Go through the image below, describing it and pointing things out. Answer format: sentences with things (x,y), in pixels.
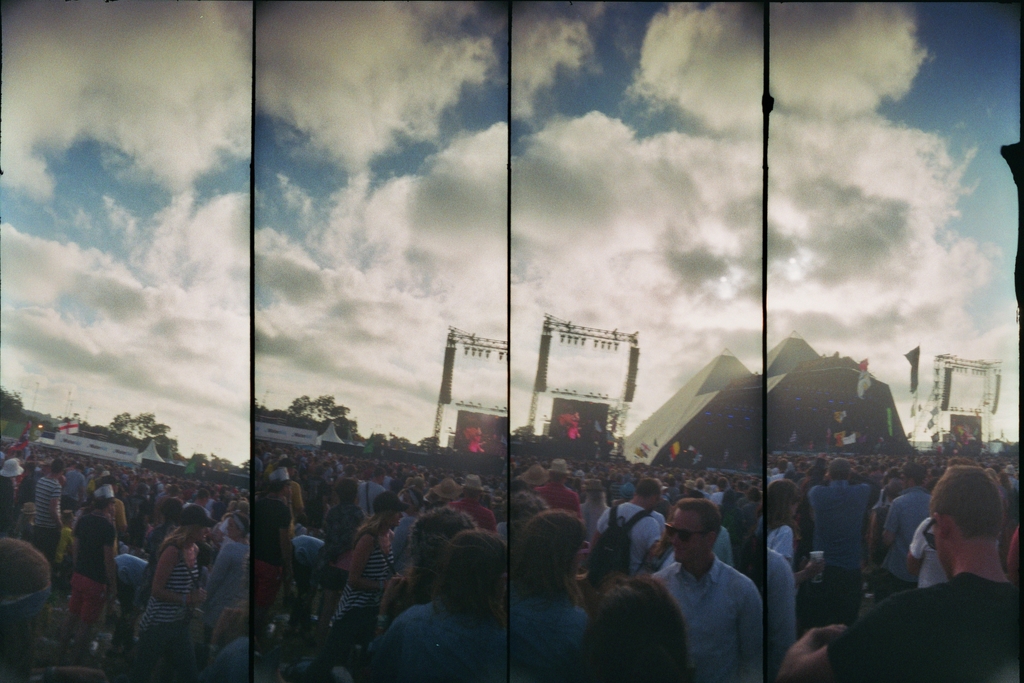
In this image we can see collage pictures of persons (189,541) and sky (265,282).
